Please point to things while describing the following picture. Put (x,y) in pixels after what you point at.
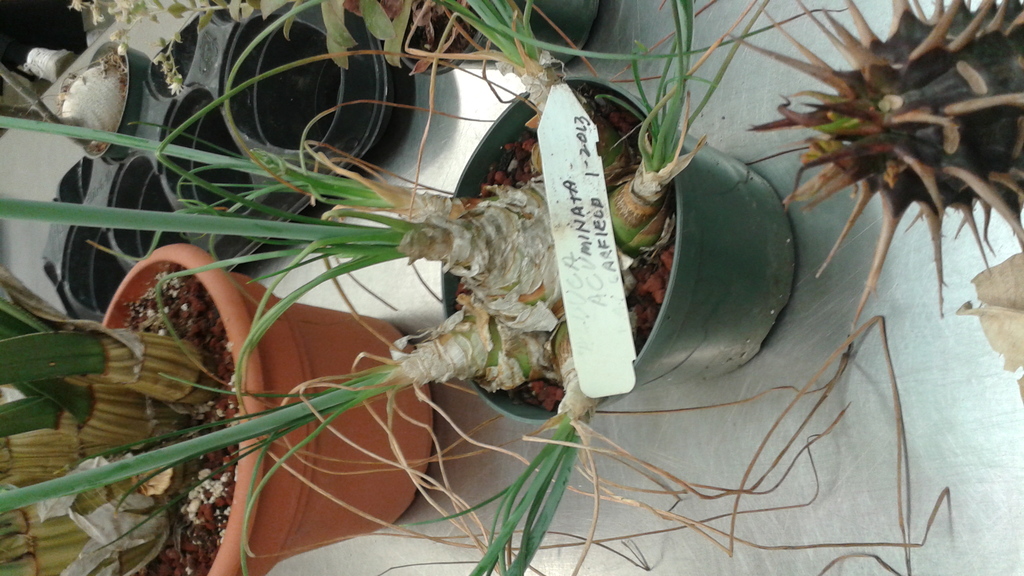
In this picture we can see house plants (483,339) on the platform (780,96), name board (555,145) and in the background (31,43) we can see some objects (297,111).
